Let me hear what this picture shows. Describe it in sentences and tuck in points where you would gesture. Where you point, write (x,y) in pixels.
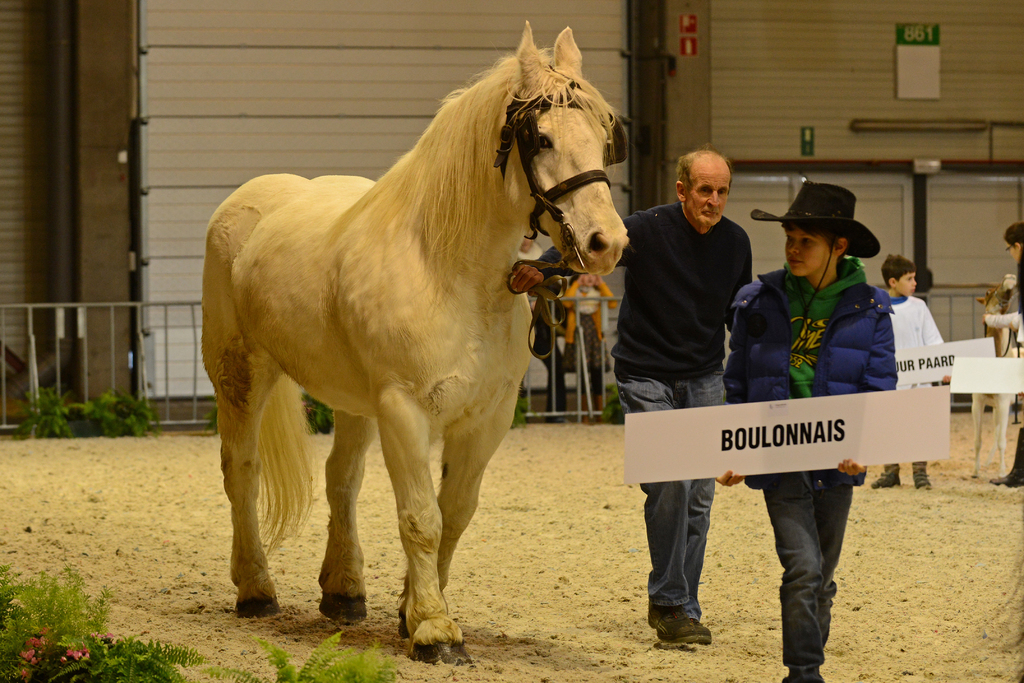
In this picture we can see a horse (330,305) in white colour. Near to it we can see two persons (702,289) standing and on the background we can see sign boards (921,88) and also few persons (605,285) standing. At the left side of the picture (169,654) we can see plants (147,646). This is a fence (84,365).
